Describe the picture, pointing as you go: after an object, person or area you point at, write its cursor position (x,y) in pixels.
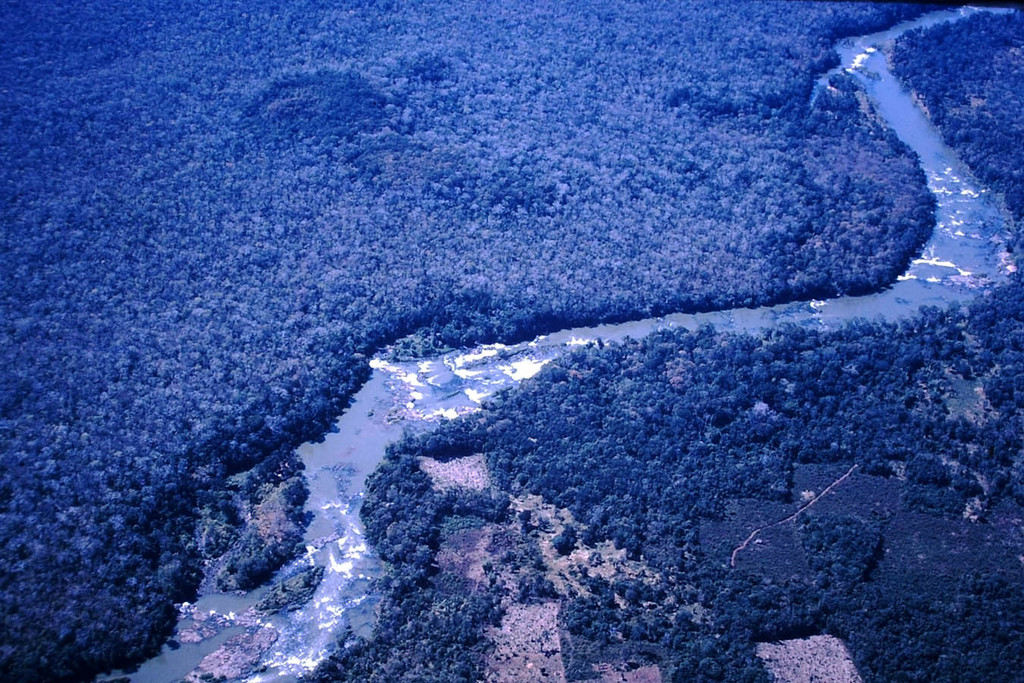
In this image there is a river (435,377), greenery (555,260) and some stones (204,631).
